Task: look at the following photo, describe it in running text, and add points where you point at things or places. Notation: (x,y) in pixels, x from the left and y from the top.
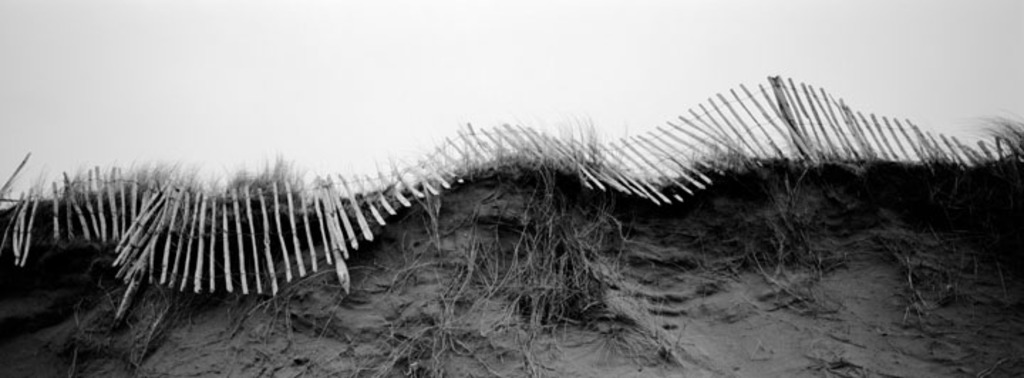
This is a black and white picture. Here we can see a fence (104,221). In the background (396,76) there is sky (764,41).
